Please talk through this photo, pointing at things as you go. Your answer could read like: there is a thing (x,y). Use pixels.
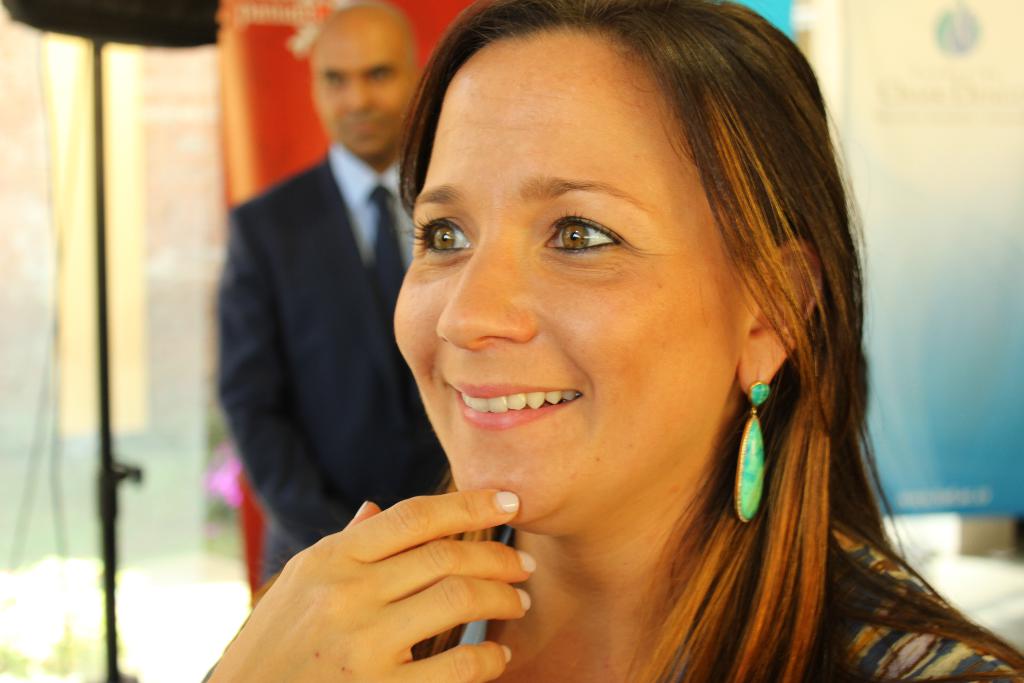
In this image we can see a woman (503,299) smiling and behind her we can see a man (370,292) standing.
